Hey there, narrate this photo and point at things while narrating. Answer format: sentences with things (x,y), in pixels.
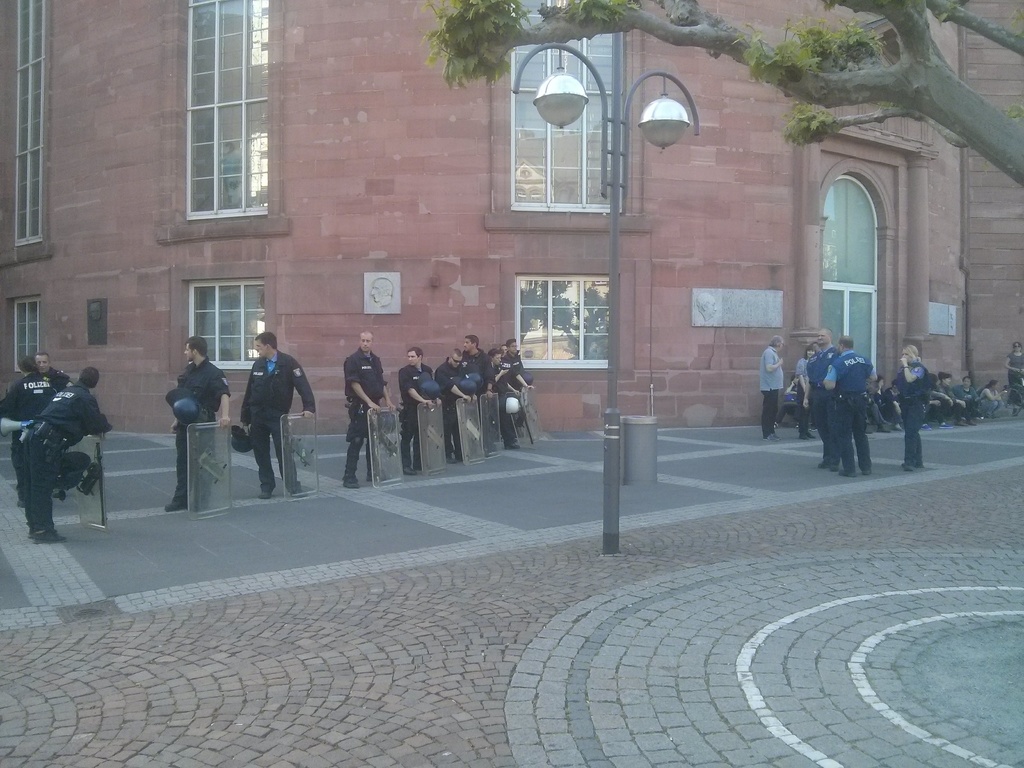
In this picture we can see a group of people (412,381) on the ground (311,578), light pole (606,446), dustbin (628,438), tree (984,122) and some people (19,457) are holding protective shields (521,401) with their hands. In the background (752,110) we can see a building (441,119) with windows (262,49).
